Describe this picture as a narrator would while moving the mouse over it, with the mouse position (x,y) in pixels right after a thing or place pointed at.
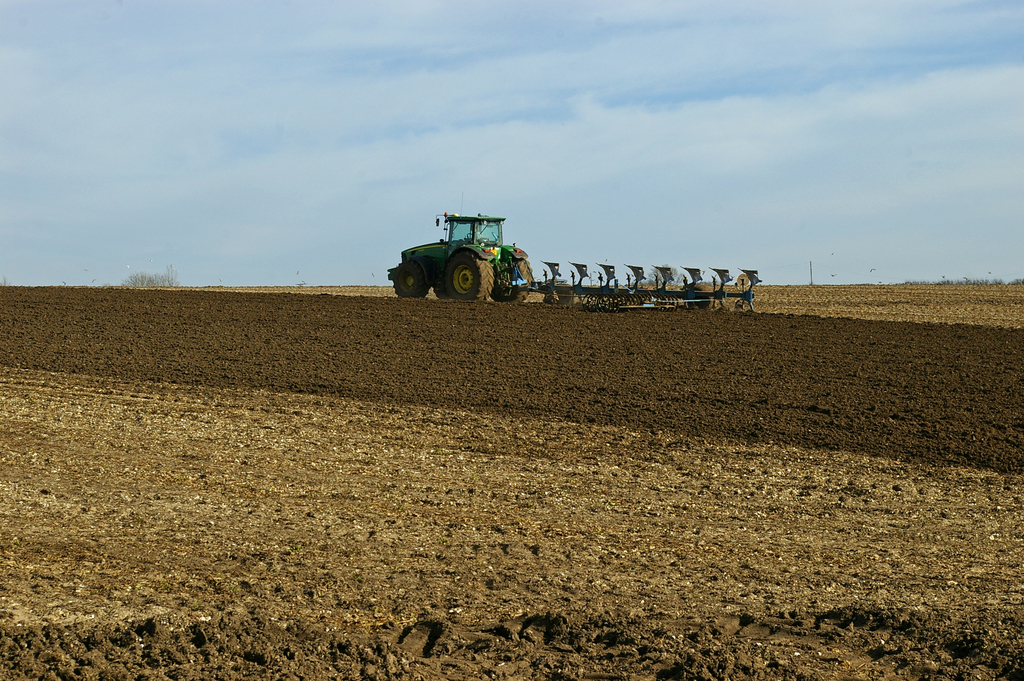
In this picture I can see a tractor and an object (645,292) attached to it. In the background (436,138) I can see trees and the sky (473,126).
